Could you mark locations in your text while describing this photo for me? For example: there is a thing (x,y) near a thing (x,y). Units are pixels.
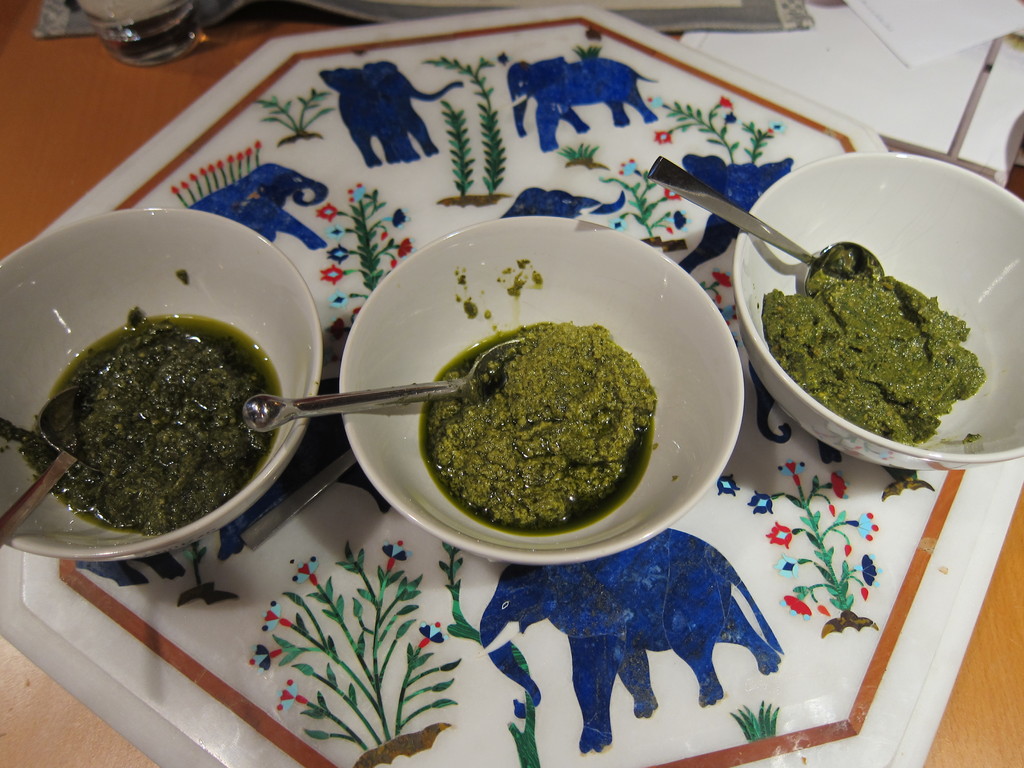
In this image, I can see the bowls (437,320) with a food item (458,425) in it. These are the spoons (308,396). This looks like a plate (446,162) with a design (639,213) on it. I think this is a table (108,103) with a plate (318,94), glass (187,45), papers (719,59) and few other things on it.
